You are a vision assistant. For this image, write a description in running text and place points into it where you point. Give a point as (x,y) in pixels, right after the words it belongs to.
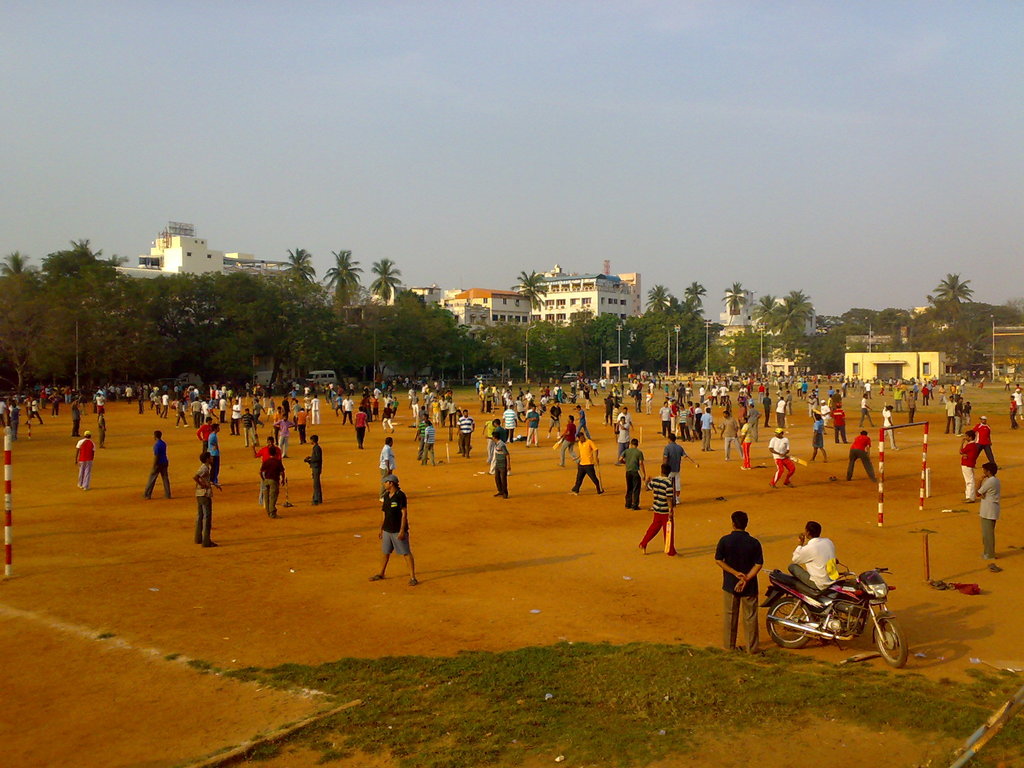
This is a ground (371,509). In this ground (381,413) there are many people (563,440). On the right side (816,575) there is a person (813,563) sitting on a motorcycle (807,596). In the background (307,340) there are trees (394,322), buildings (225,260) and sky (464,188).
